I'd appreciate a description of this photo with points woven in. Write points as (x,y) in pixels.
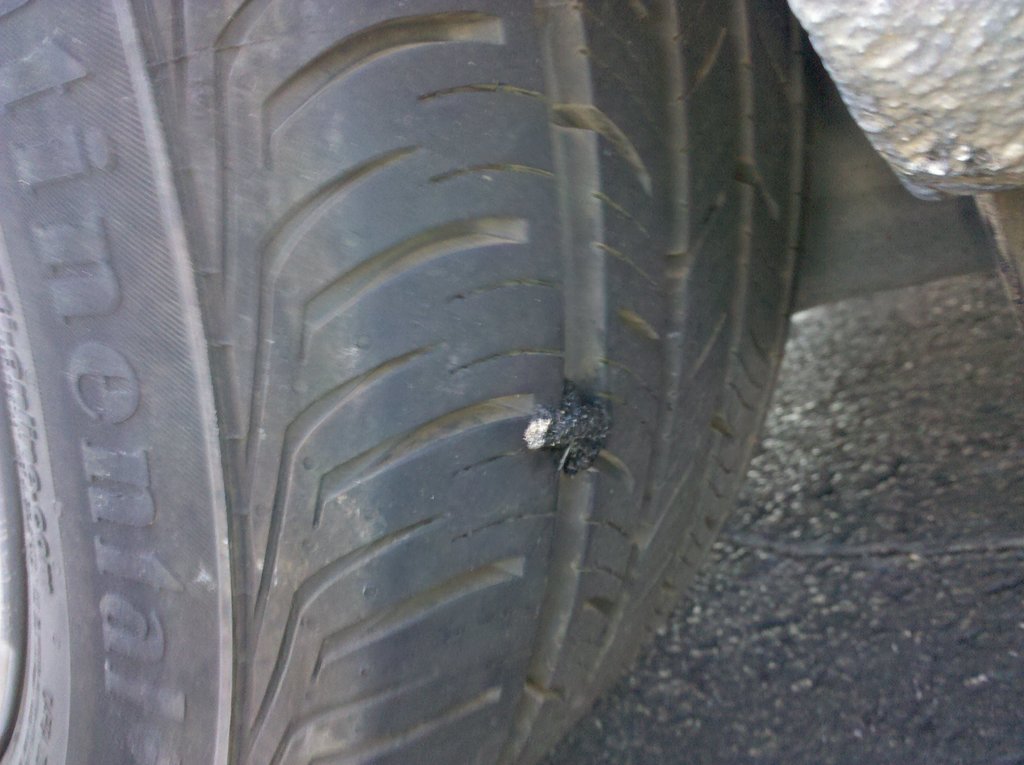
This is the black tire (547,651). I can see a tiny thing (565,459), which is attached to the tire (656,561).
